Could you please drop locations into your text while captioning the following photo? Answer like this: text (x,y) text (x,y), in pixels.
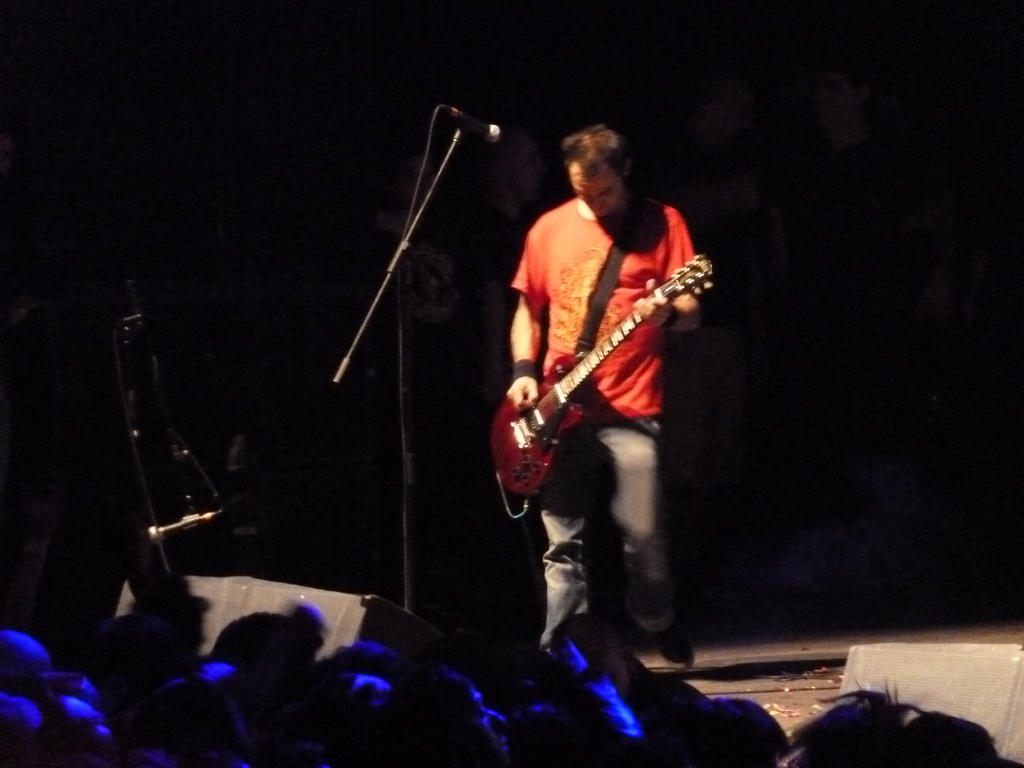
In this picture there is a person (603,245) standing holding the guitar (568,385) with his left hand (682,305) and playing the guitar (550,395) with his right hand (529,390) there is a microphone stand (468,128) in front of him and he is standing on the dais (770,683) there are some audience (442,714) here.
